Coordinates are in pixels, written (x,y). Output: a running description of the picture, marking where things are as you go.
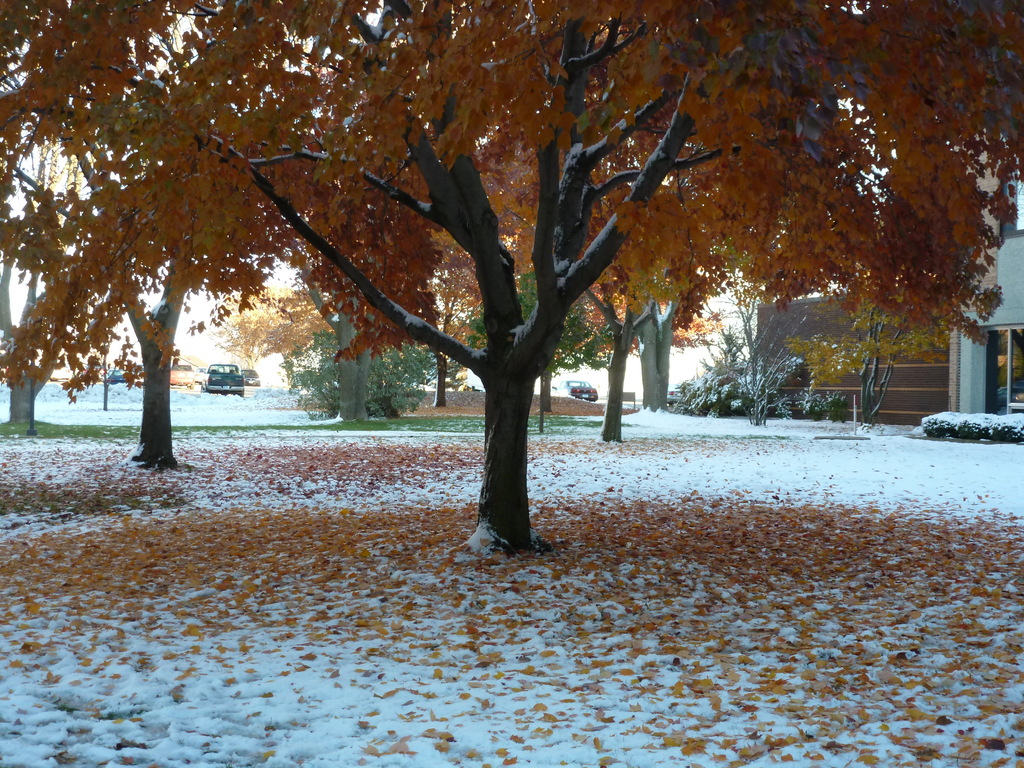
In this image in the front (489,665) there are dry leaves (677,729) on the ground (422,534) and in the background (373,332) there are trees (161,403) and there are vehicles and there is a house (907,369).
